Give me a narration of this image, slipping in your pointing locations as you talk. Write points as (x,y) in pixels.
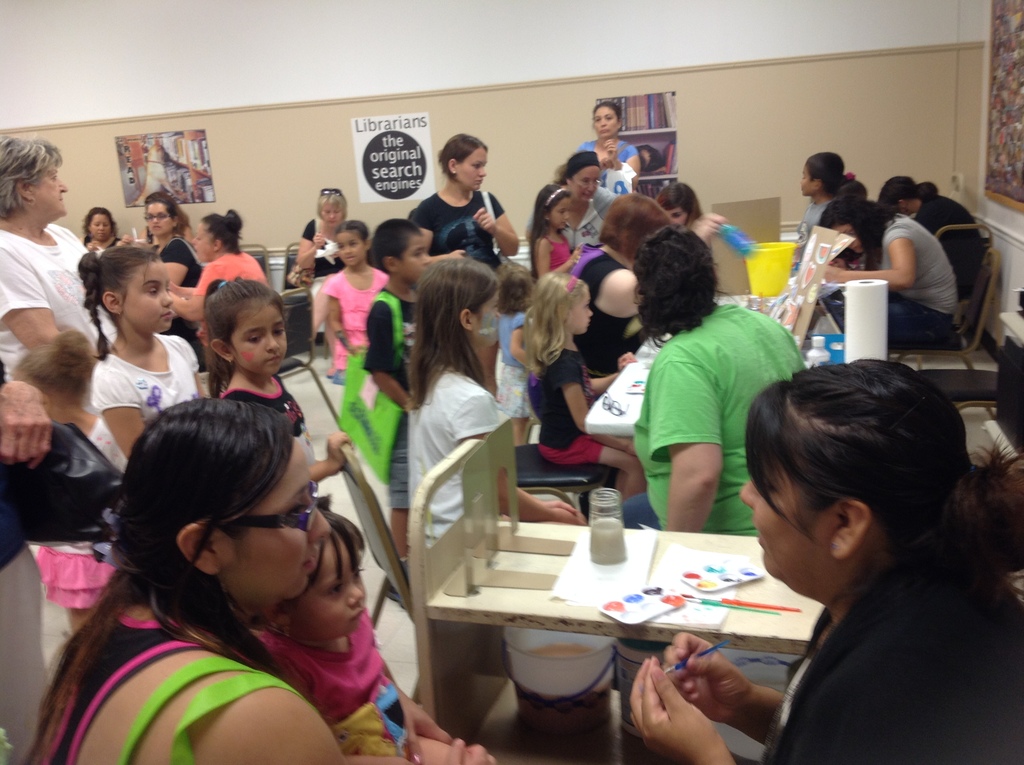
In this image there are chairs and tables (486,501) on the floor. There are people (652,286) sitting on the chairs (379,570). On the tables (622,565) there are glasses (603,567), papers (605,583) and few objects (534,548). People (142,320) are standing on the floor (296,380). There are posters (126,157) attached to the wall (548,129). There are shelves (642,144) having books (639,109) and few objects (642,159). Right side (1011,145) there is a picture frame (1009,126) attached to the wall (978,96). Left side (308,739) there is a woman (271,691) holding a baby (339,673). The woman (308,526) is wearing spectacles (284,518).
